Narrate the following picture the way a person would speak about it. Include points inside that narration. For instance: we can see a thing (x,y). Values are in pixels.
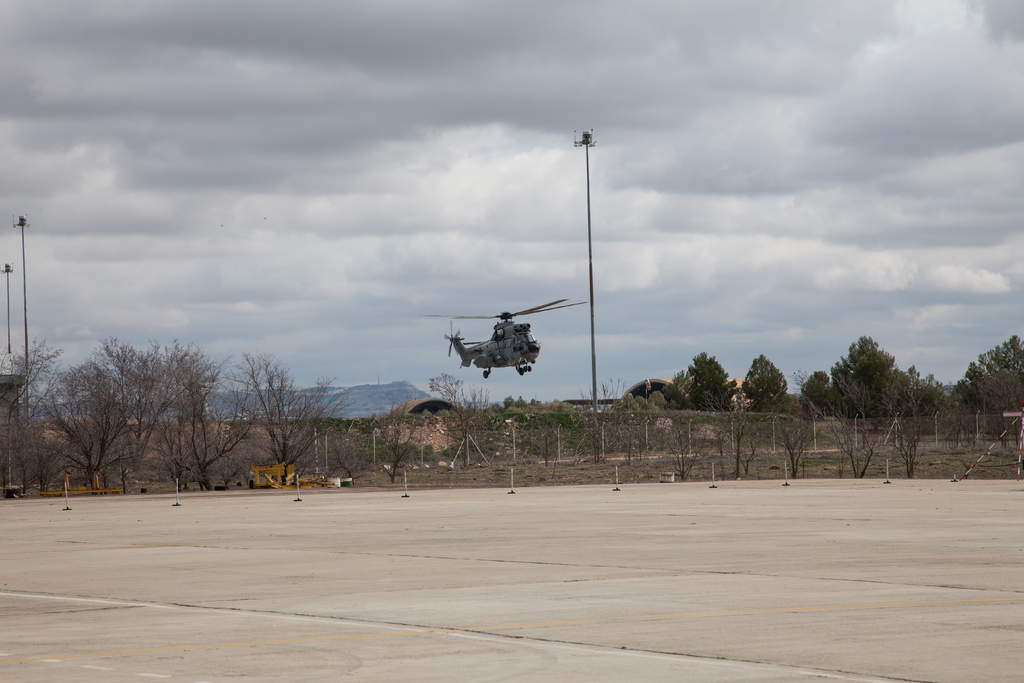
In this picture we can see the ground (435,602), here we can see a helicopter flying and we can see trees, poles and some objects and in the background (885,59) we can see mountains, sky (909,236).
